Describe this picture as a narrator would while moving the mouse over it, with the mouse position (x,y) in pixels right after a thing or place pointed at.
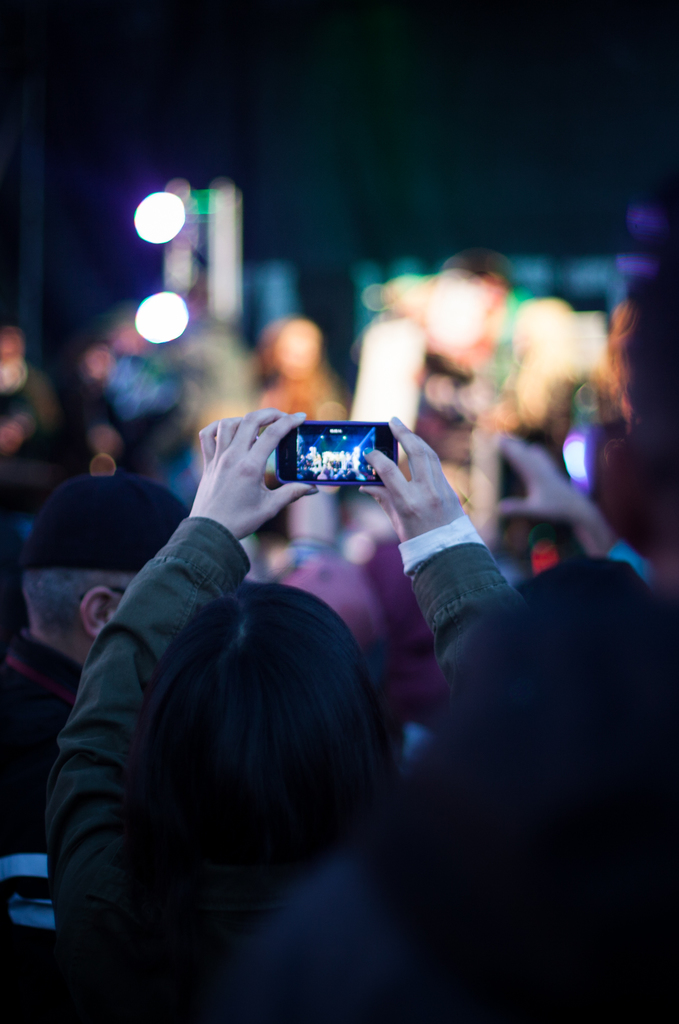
In this image there is a woman (298,627) holding a mobile phone (345,467) is clicking a picture, in front of the woman (225,530) there is a person (122,526) standing.
